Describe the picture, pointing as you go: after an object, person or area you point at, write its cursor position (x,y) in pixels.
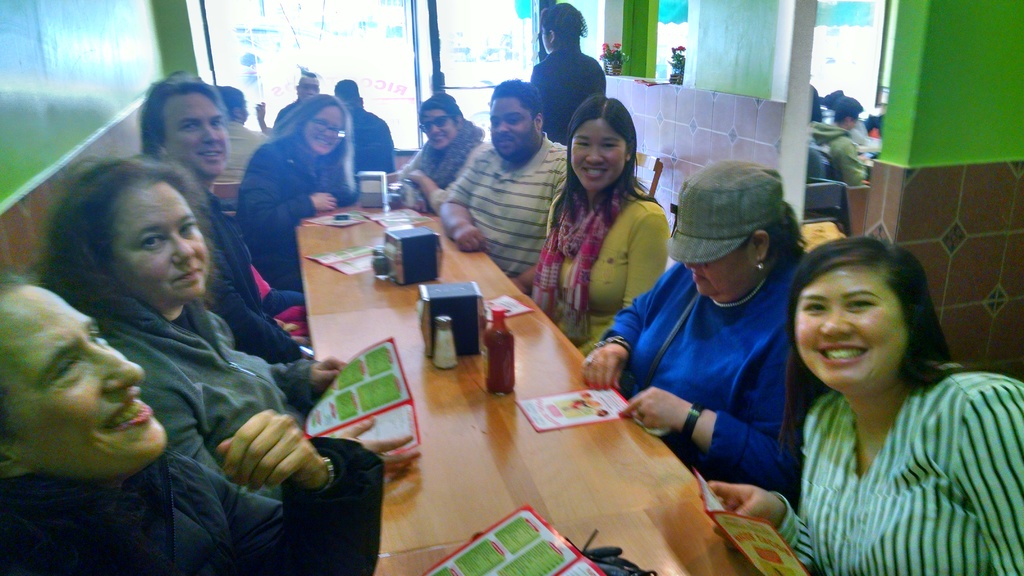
In this image we can see there are a few people (267,379) sitting and smiling, in front of them there is a table (423,392). On the table (354,244) there are few objects (456,322) placed on it, beside them there is another room (845,110). In that room (860,138) there are other people (852,180) sitting. In the background (335,53) there is a glass door (391,45).
